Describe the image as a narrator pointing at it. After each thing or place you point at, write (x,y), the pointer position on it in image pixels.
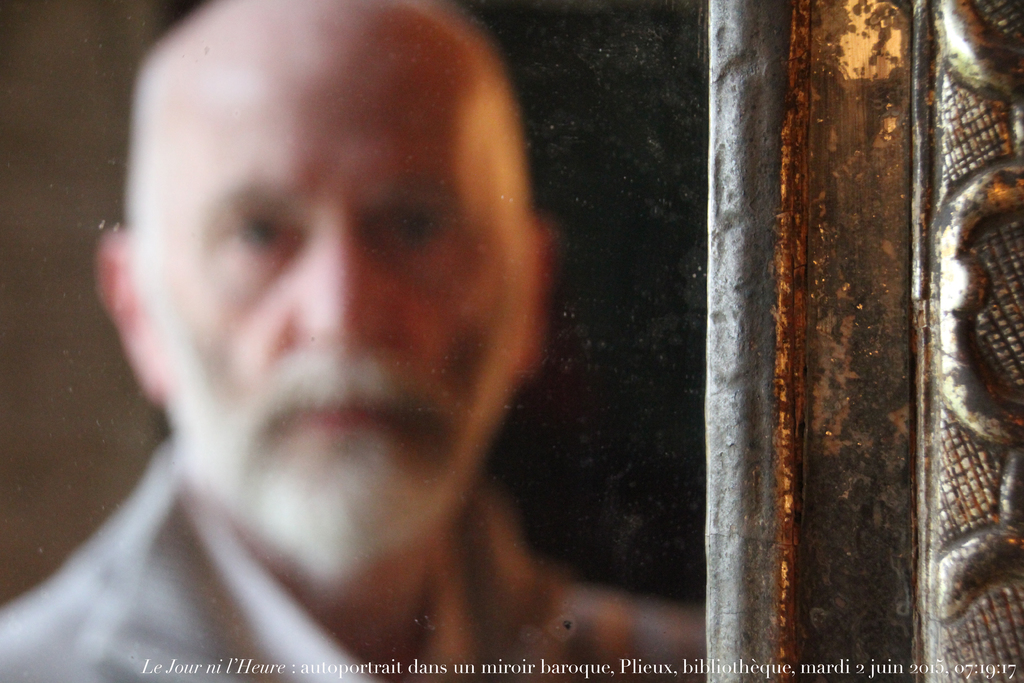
In this image there is one person (313,459) on the left side of this image (260,452) and there is one object (885,383) on the right side of this image (807,430). There is some text (579,664) written in the bottom of this image (483,666).
